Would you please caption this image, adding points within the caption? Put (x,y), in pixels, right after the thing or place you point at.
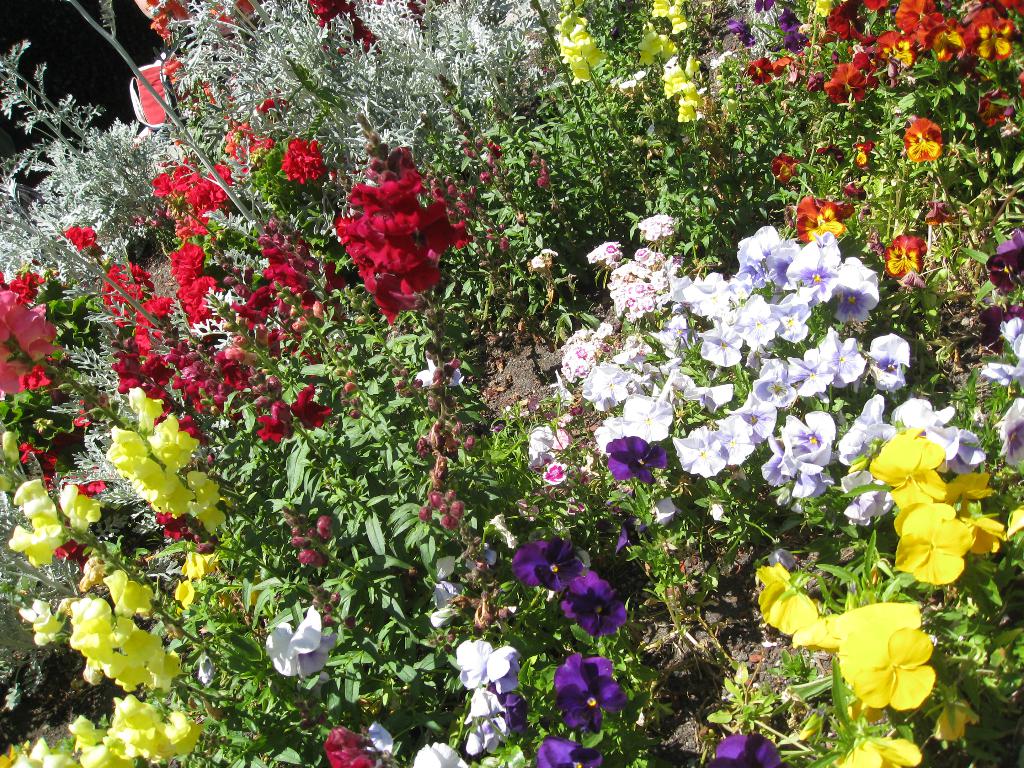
In this picture we can see some colorful flowers (765,248) throughout the image.
